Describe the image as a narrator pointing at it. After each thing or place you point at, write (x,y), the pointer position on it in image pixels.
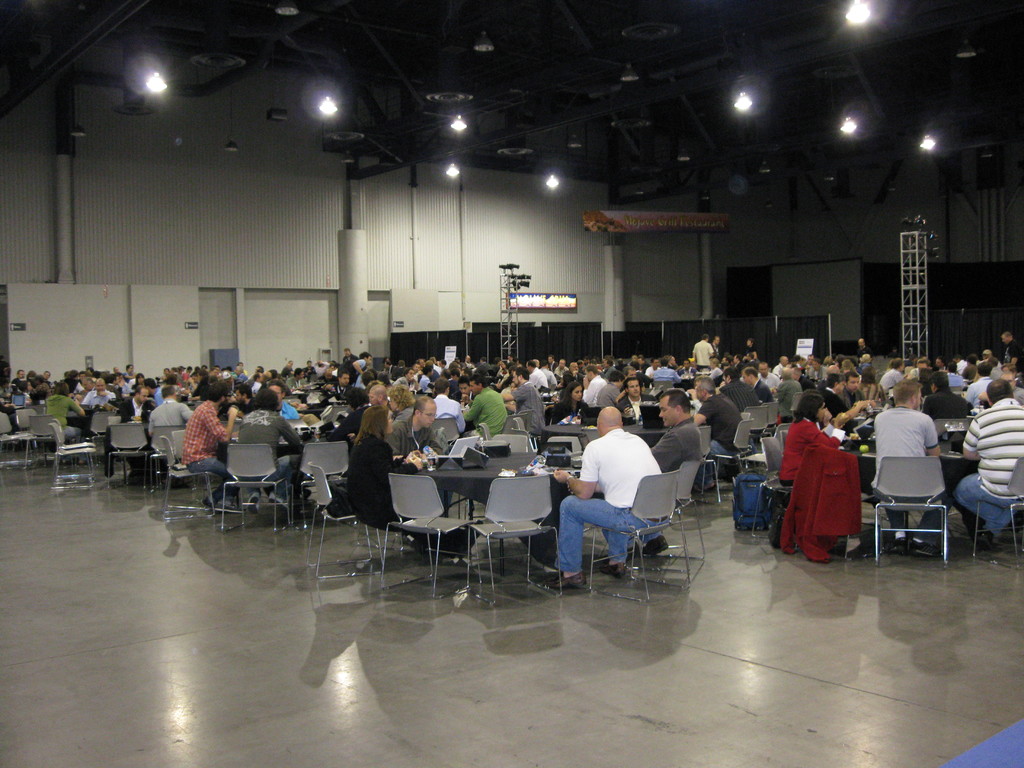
In this image I can see inside view of building (56,588), in the building (75,554) there is a hall (697,578), in it there are tables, chairs (190,508), around the tables (868,475) there are group of peoples (438,397) sitting on the chairs (524,441), on the table (508,465) there are some objects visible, at the top (979,73) there is a roof (958,74), on which there are some lights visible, in between the peoples (896,442) there are two stands (916,286) visible. There is the wall (396,255) behind the people (712,356).
